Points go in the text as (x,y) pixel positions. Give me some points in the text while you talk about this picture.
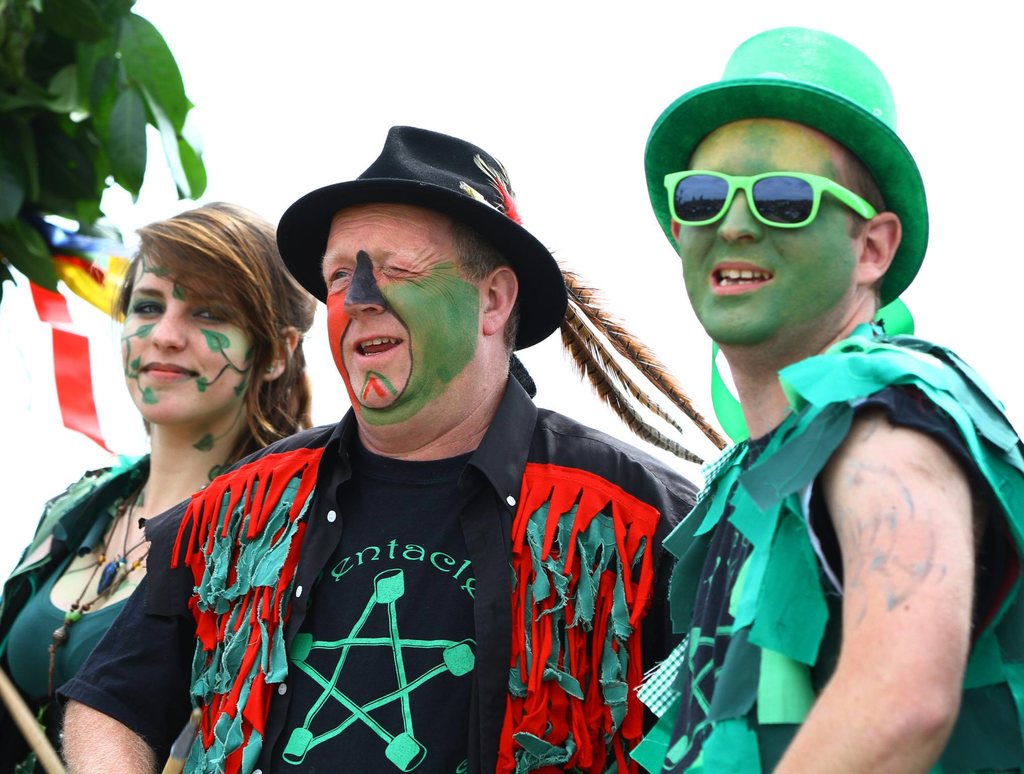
In this image we can see three persons (142,552), a lady (99,628) and two men (760,687). Three of them are painted their face (186,388) with colors (798,229) and dressed in a different manner.
